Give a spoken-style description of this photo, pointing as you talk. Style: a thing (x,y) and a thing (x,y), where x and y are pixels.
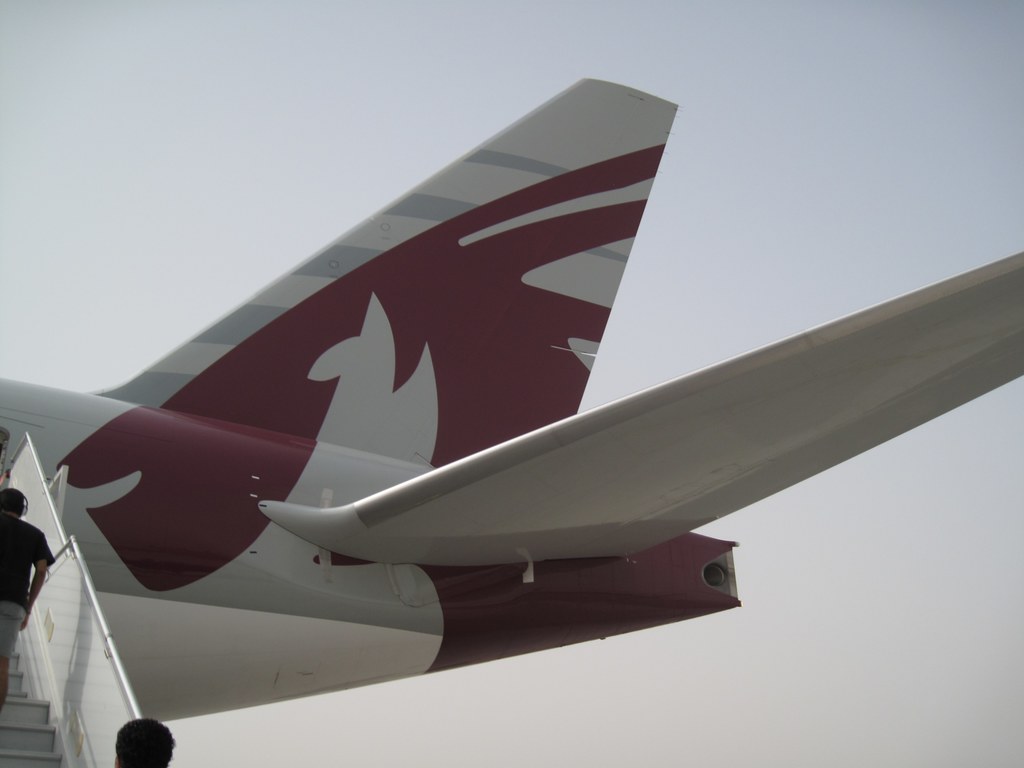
In this picture we can see white color flight (437,591). Beside there is boarding steps (67,638) with two person (22,558). Behind there is a blue color sky (182,116).
